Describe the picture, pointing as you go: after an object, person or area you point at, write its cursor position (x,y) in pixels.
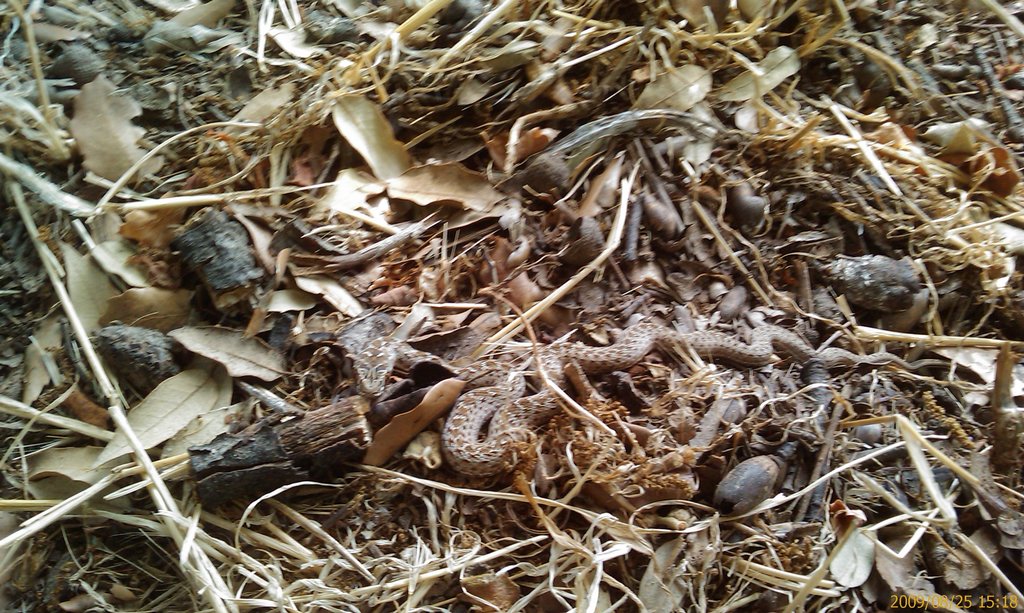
This image consists of a snake (509,419). At the bottom (281,504), there are dried leaves (440,146) and wooden pieces (271,469).
